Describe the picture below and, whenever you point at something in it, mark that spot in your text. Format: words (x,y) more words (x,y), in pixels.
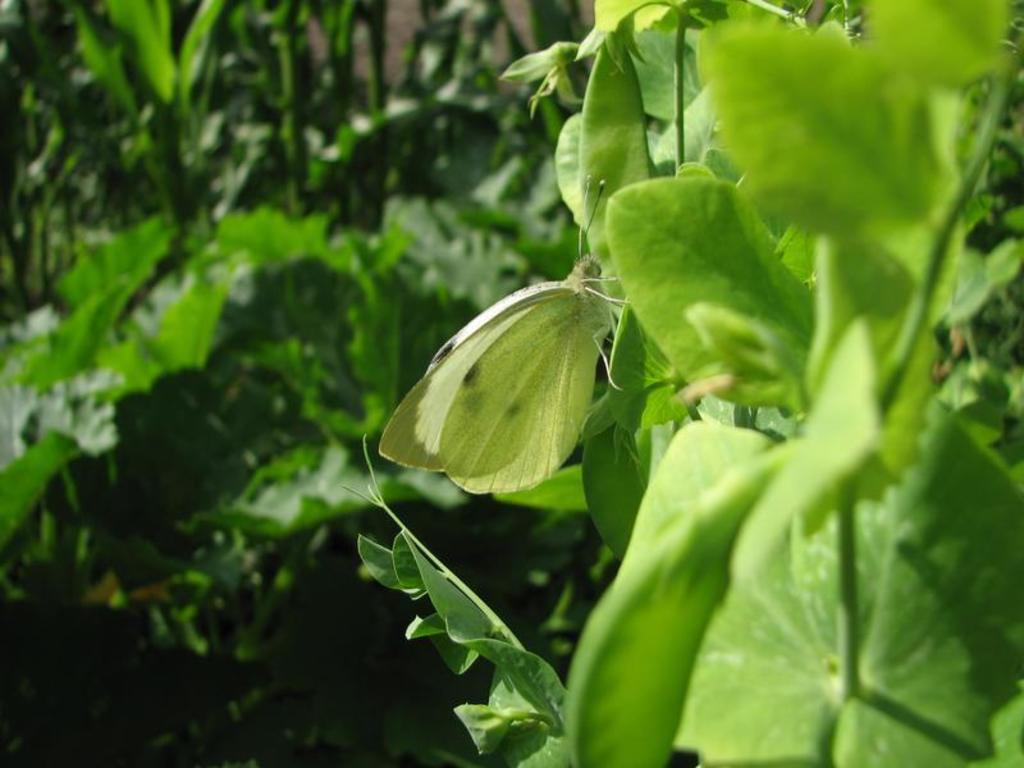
In this picture, we can see some trees (76,213) and plants (737,306). In the middle (675,348), we can see an insect (596,290) which is on the leaf (632,358).
